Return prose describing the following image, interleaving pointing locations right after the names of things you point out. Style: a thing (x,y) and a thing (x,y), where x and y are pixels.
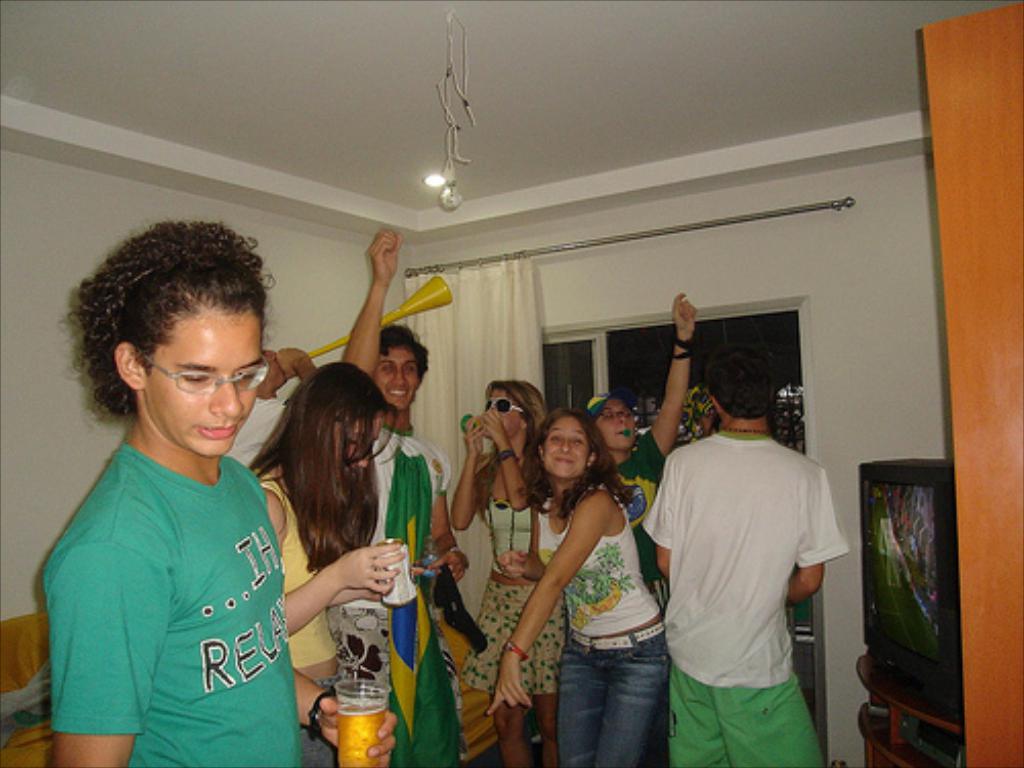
In the picture there are a group of people (496,597) partying in a room (515,529), on the right side (880,547) there is a television (867,580) and few people (389,727) are holding glasses (426,565) and drinks (426,565) in their hand (395,571) and some of them are dancing. In the background (898,233) there is a wall (612,287) and in front of the wall (573,314) there is a curtain (454,274).
